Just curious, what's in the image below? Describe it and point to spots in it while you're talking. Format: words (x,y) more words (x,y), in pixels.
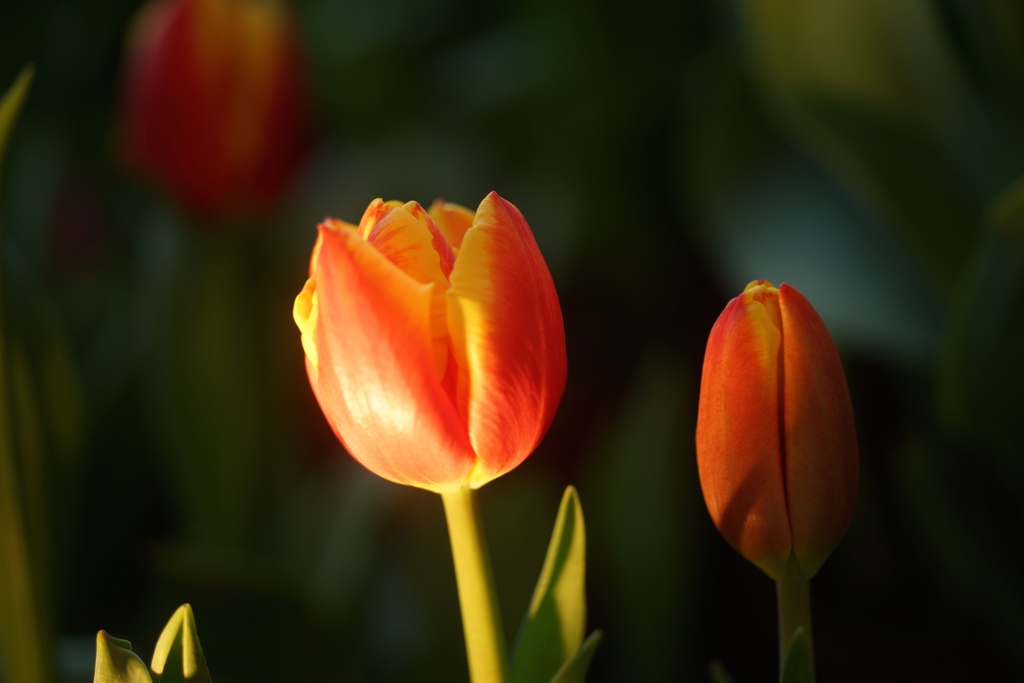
In this image I can see tulip flowers (422,412) and the background (640,180) is blurred.
